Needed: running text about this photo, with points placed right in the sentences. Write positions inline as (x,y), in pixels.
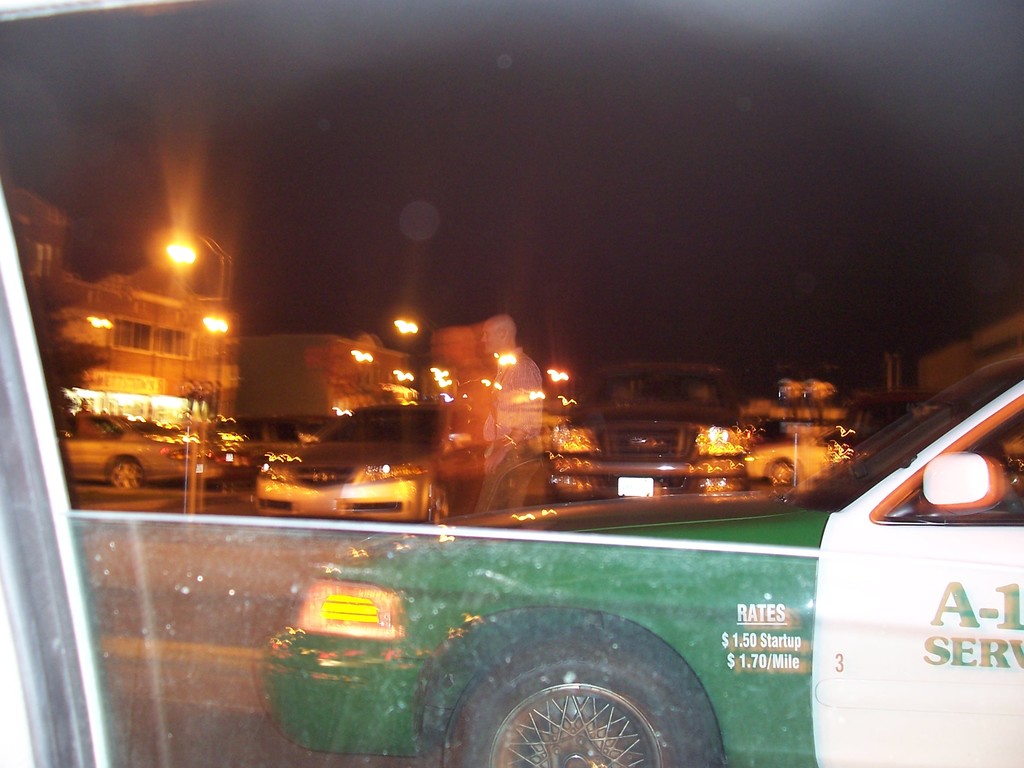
In the foreground of this image (31,570), through the window (207,623) of a vehicle (99,706), there is a car (842,495) moving on the road (391,516), a man (524,372), few vehicles (408,492), poles (195,472), lights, buildings (386,363) and the dark sky (568,170) in the background (513,245).
